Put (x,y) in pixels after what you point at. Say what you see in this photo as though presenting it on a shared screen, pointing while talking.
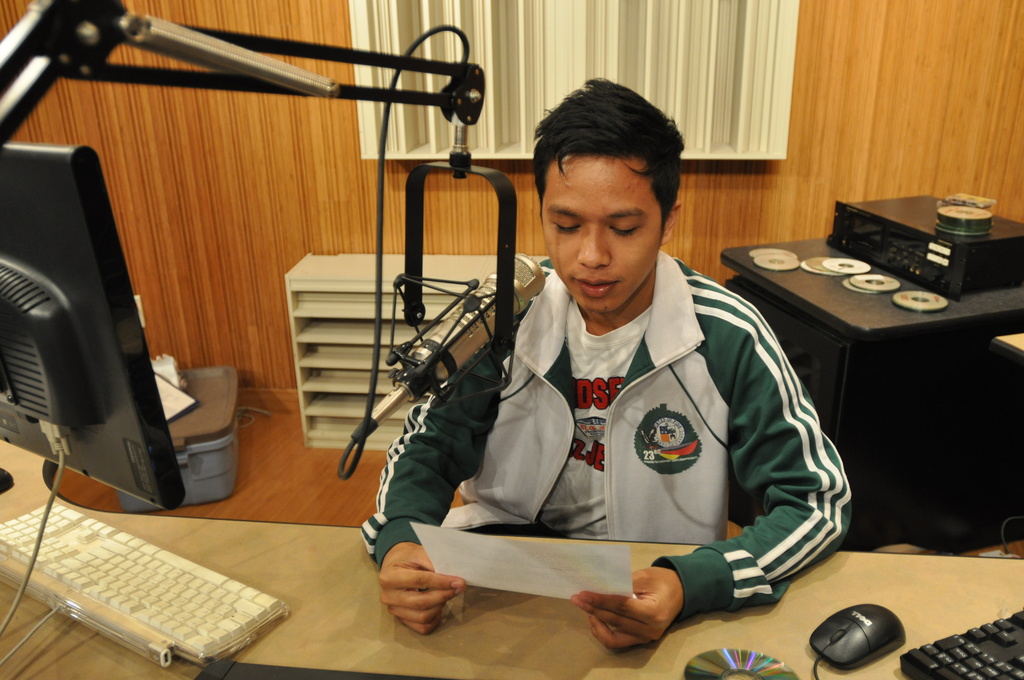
In the middle (588,441) there is a man (656,440) he wear jacket (658,431) and t shirt (578,382) he hold paper (467,579). In the middle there is a table (213,529) on that there keyboard (194,620), mouse (845,617) and CD (728,661). In the background (877,318) there is a table (872,347), panel (692,91) and wall (269,174).
